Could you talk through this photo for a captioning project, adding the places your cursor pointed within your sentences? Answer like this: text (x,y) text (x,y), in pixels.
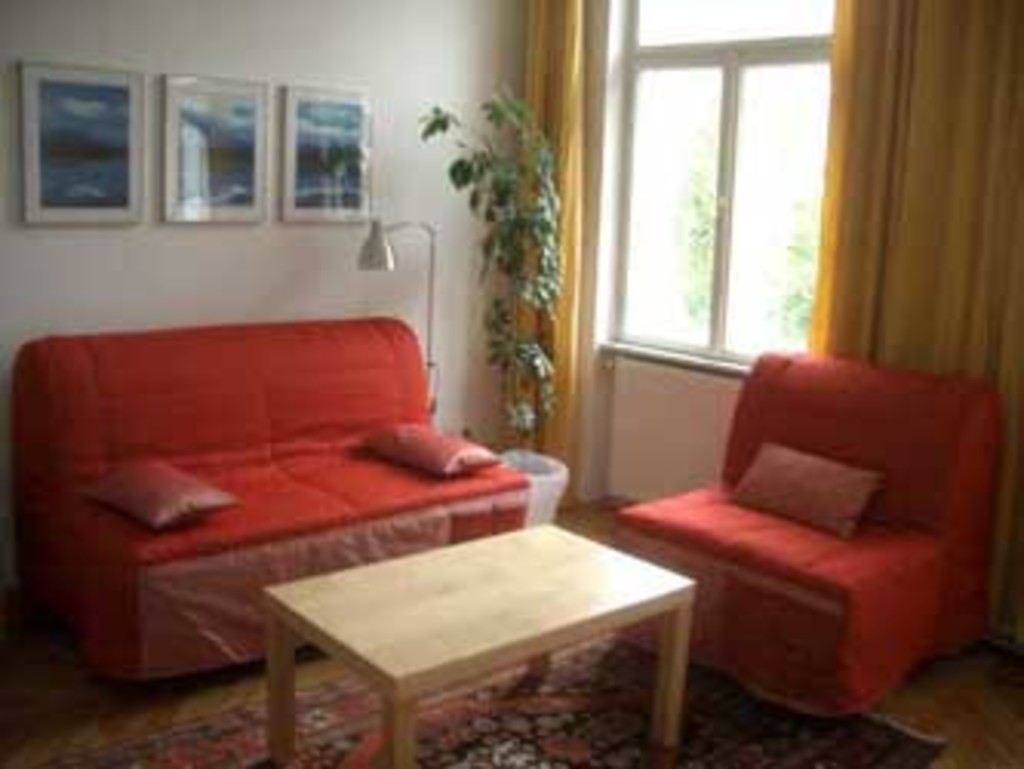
In this image I see a sofa set (133,400), a table (545,595), plant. In the background (651,366) I see the wall (273,283), window (818,32), curtains (578,277) and the photo frames (33,118).
